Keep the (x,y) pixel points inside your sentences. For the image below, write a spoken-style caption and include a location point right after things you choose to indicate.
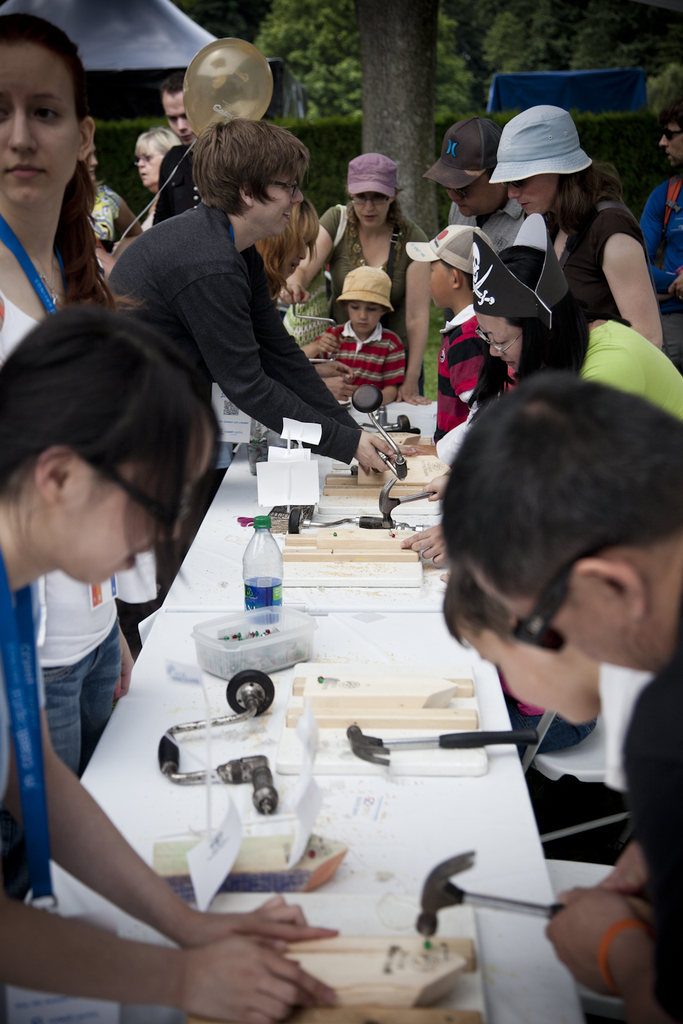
In this image there are group of people (604,347) standing near the table (543,937) there are hammer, wooden frames (323,697), bottle (263,590), box (287,663), and some items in the table (240,746), and at the back ground (509,18) there are group of people (250,253) standing, tree (235,3), tent (63,1).
